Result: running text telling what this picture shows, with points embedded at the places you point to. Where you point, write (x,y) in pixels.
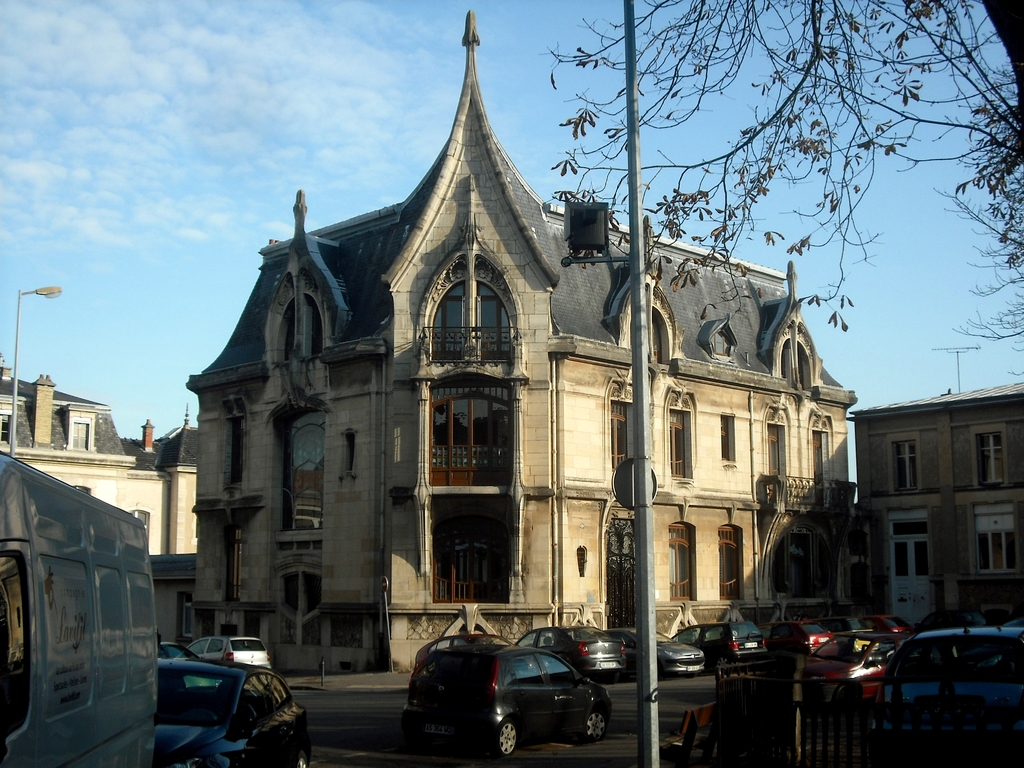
In this image we can see some buildings (509,288) with windows (505,316). We can also see a group of vehicles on the road (349,745), poles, a tree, fence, a street pole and the sky (186,270).
